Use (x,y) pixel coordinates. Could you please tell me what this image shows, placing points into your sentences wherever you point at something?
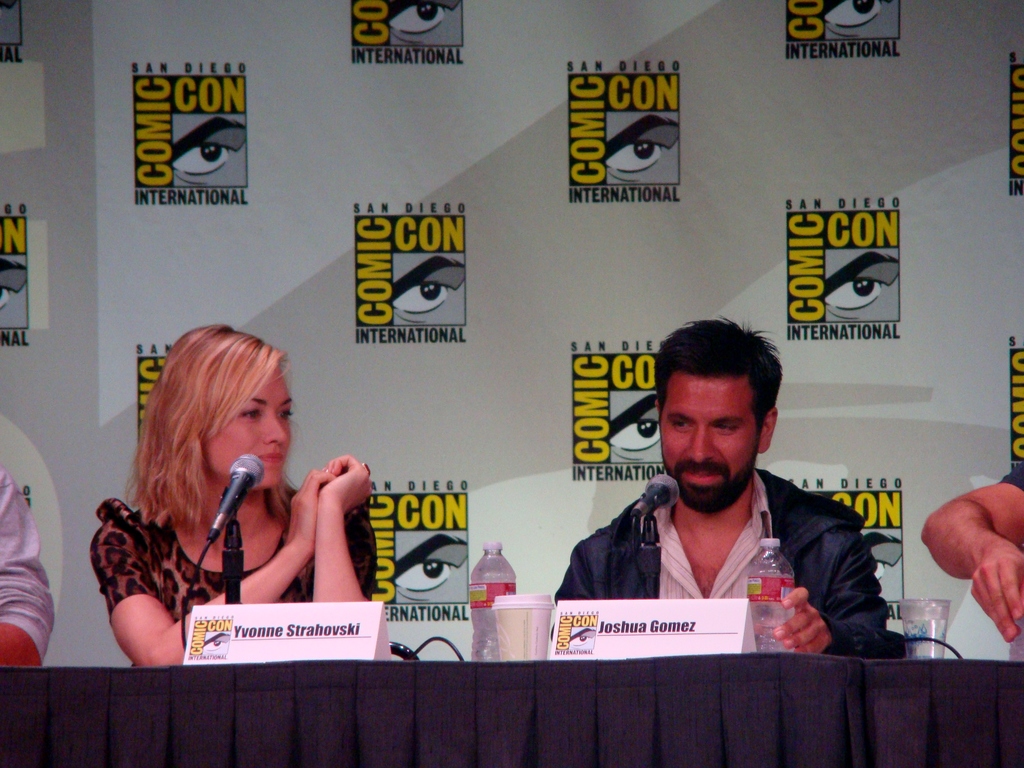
In-front of these people (980,579) there is a table (552,715). On this table (614,670) there are bottles (762,612), cup (531,621), glass of water (940,616), name boards (359,607) and mics (652,537). Background (571,285) there is a hoarding (534,296). This man (800,596) is holding a bottle (771,600).
